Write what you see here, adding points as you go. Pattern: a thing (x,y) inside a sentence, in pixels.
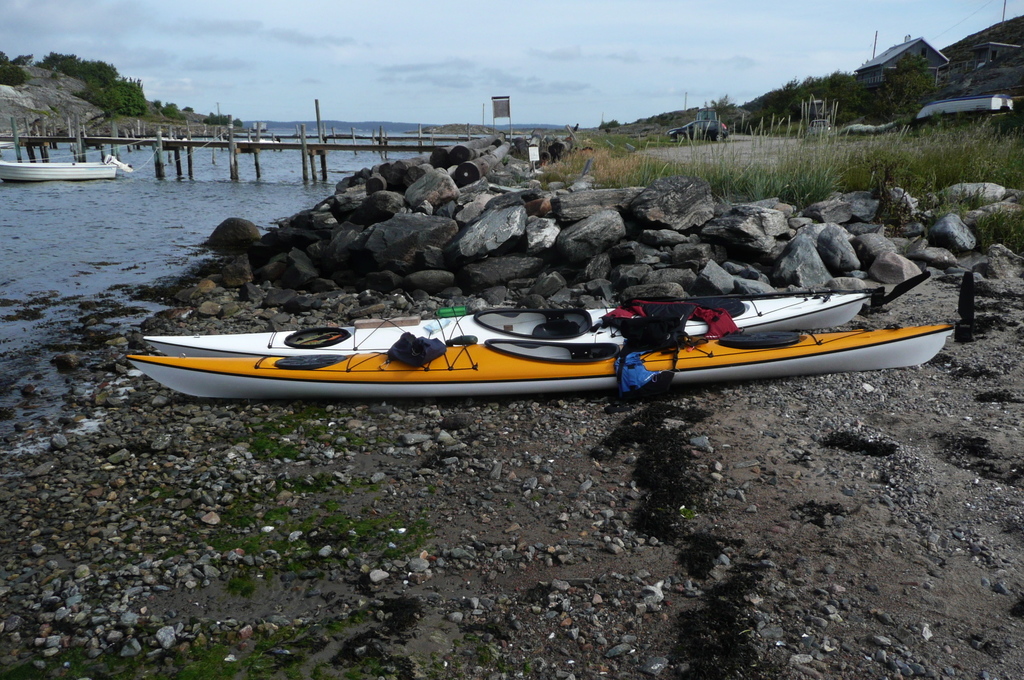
In this picture we can see white and yellow color boat (544,358) in the front (617,347). Behind there are some stones (558,266) and on the left side (259,191) there is a river water (204,173) and wooden bridge (307,156). In the background (733,119) we can see the hill area (912,92) with shed house (927,59) and black car (684,137). On the top (470,72) there is a sky (470,72) and clouds (488,72).
